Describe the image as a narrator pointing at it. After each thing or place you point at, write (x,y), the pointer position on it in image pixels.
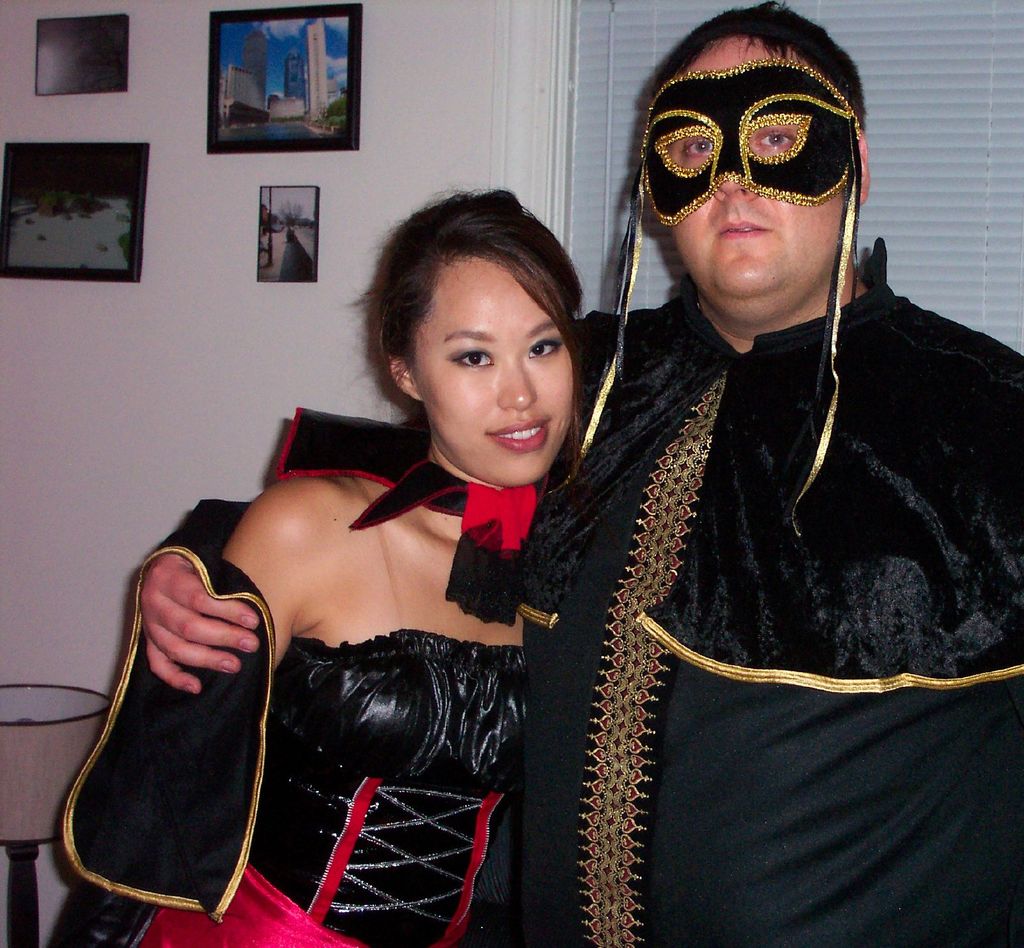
In the picture we can see a man (613,519) and a woman (421,288) standing together and they are in a different costumes (901,515) which are black in color and in the background (105,202), we can see a wall (109,321) with some photo frames (137,176) and some images (77,243) on it and under it we can see a lamp (17,688) on the floor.
